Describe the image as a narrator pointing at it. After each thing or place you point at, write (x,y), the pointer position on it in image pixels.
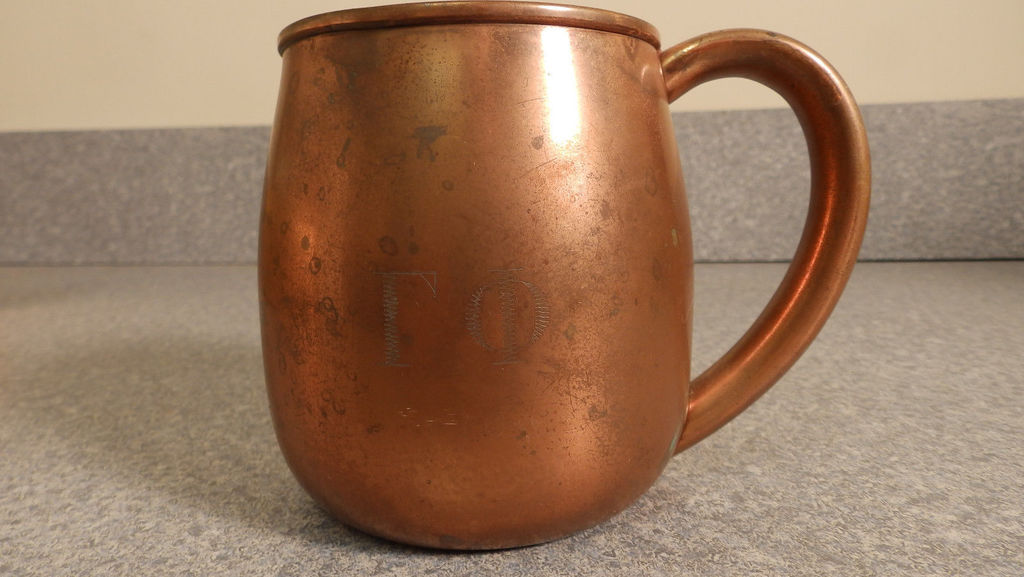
In this image in the center (383,267) there is one cup (601,234) and in the background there is a wall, at the bottom (699,566) there is a countertop (871,395).
